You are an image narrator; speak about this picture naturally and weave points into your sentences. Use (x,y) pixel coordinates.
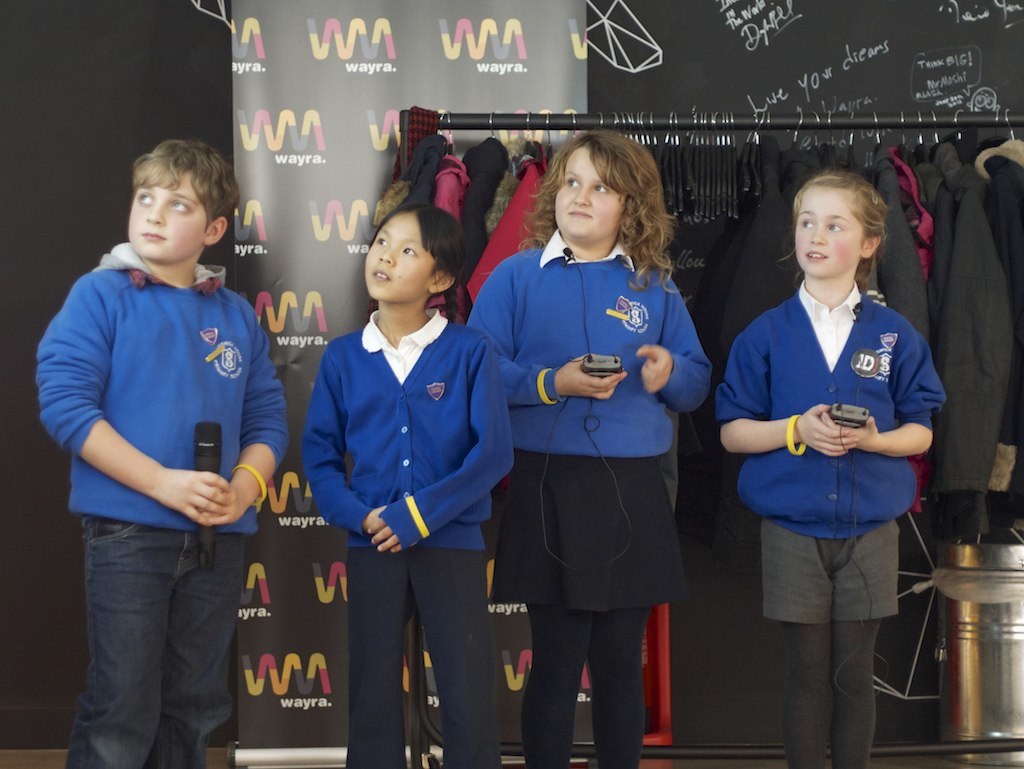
Here there is a boy (198,370) and three girls (764,373) standing on the floor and boy (213,487) is holding a mike (213,453) in his hands (221,508) and the corner two girls (633,350) are holding an electronic device (591,365) in their hands (573,377). In the background (458,219) there are clothes (504,177) hanging to a pole (475,127), hoarding (492,9), some other objects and a tin (971,612) on the floor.
